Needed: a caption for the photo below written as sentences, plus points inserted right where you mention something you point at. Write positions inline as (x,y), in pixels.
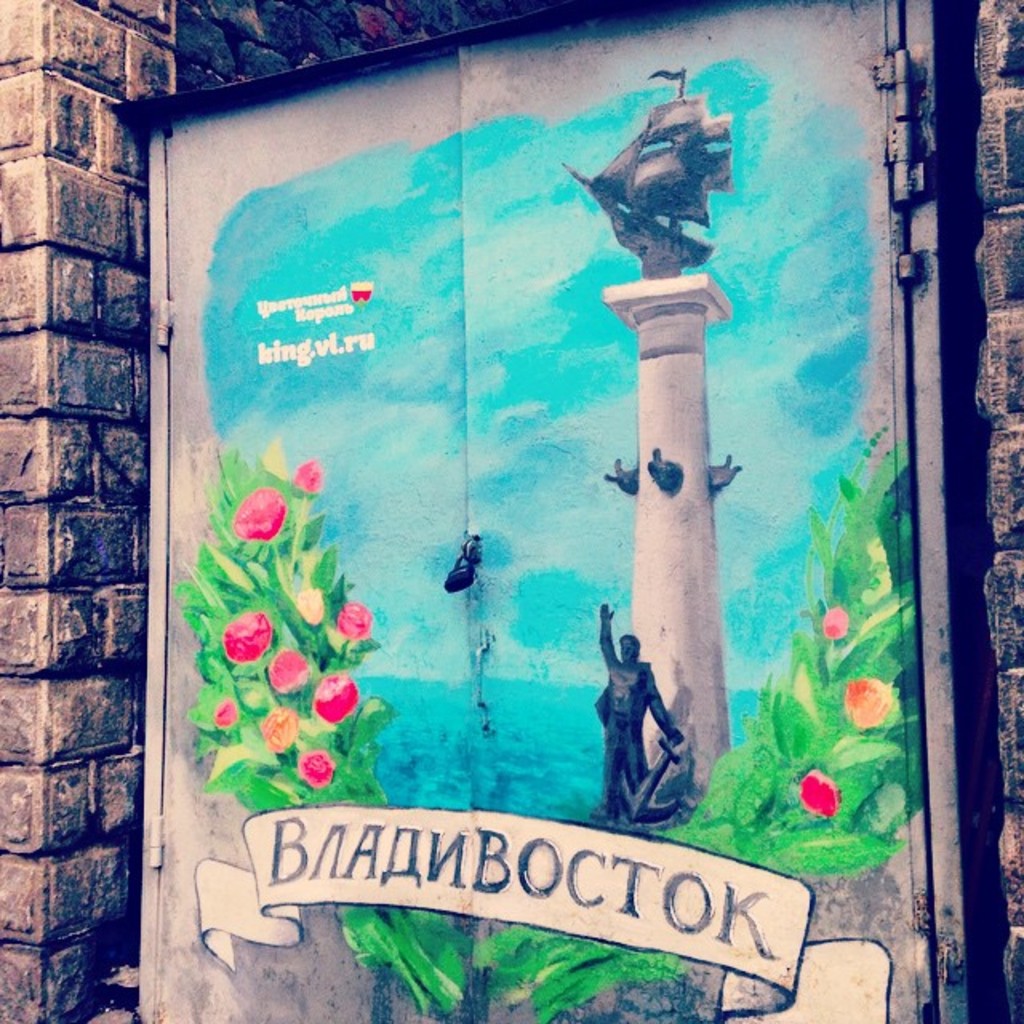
In this picture we can see a painting (884,712) on doors (506,76) and in this painting (622,875) we can see flowers (249,645), leaves (269,598), statue (652,782), sky (370,489) and in the background (367,1) we can see brick wall (203,44).
